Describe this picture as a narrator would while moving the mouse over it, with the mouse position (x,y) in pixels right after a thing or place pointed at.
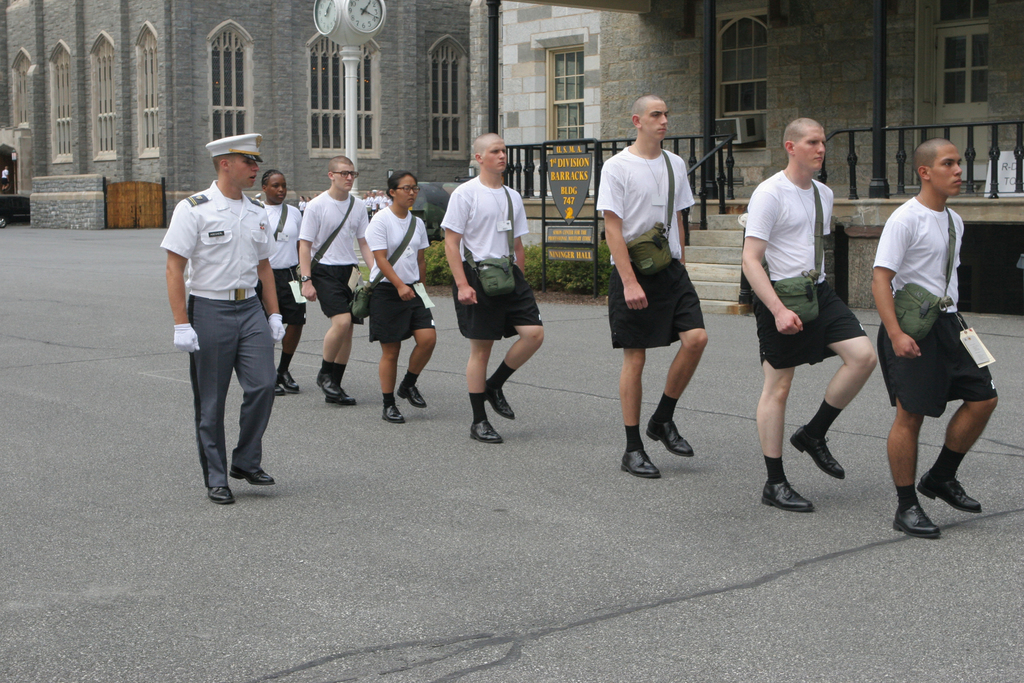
In this image there are people (414,200) marching on the road (672,461). In the background of the image (842,49) there are buildings (553,72). There are windows (101,77). There are staircase (697,262). At the top of the image (332,28) there is a clock (376,9).
